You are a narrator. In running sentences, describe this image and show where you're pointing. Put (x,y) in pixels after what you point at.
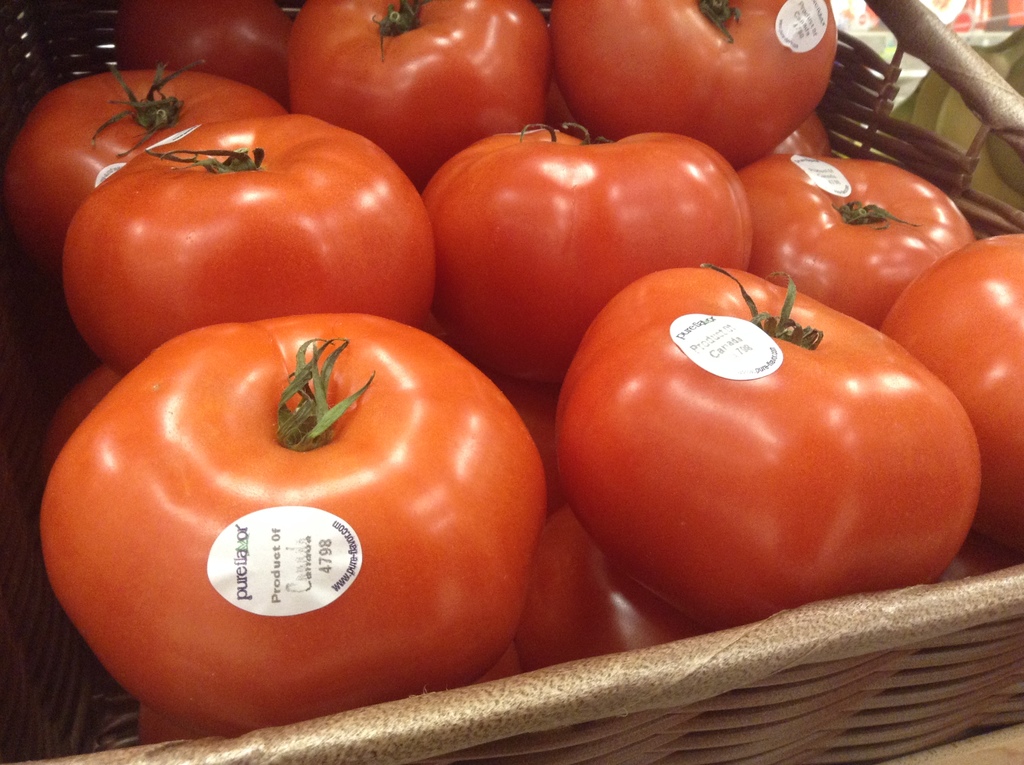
In this image there is a basket (738,669) having few tomatoes (512,445) in it. There are labels (340,535) on the tomatoes (691,306).
